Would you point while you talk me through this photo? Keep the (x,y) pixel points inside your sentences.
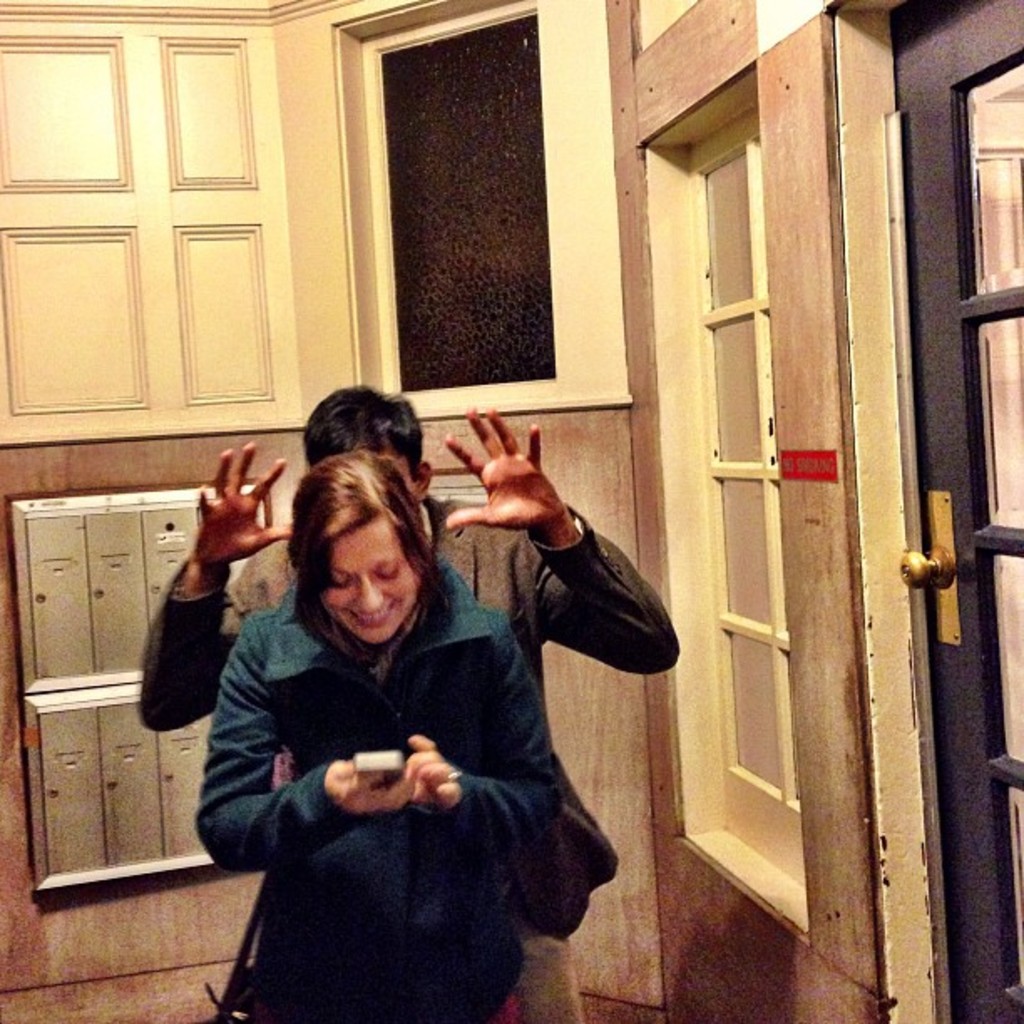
In this image I can see two people (368,668) with the dresses (408,663). To the right (948,703) I can see the door (975,618) and the window (697,243). In the background (74,364) I can see few objects (80,654).
